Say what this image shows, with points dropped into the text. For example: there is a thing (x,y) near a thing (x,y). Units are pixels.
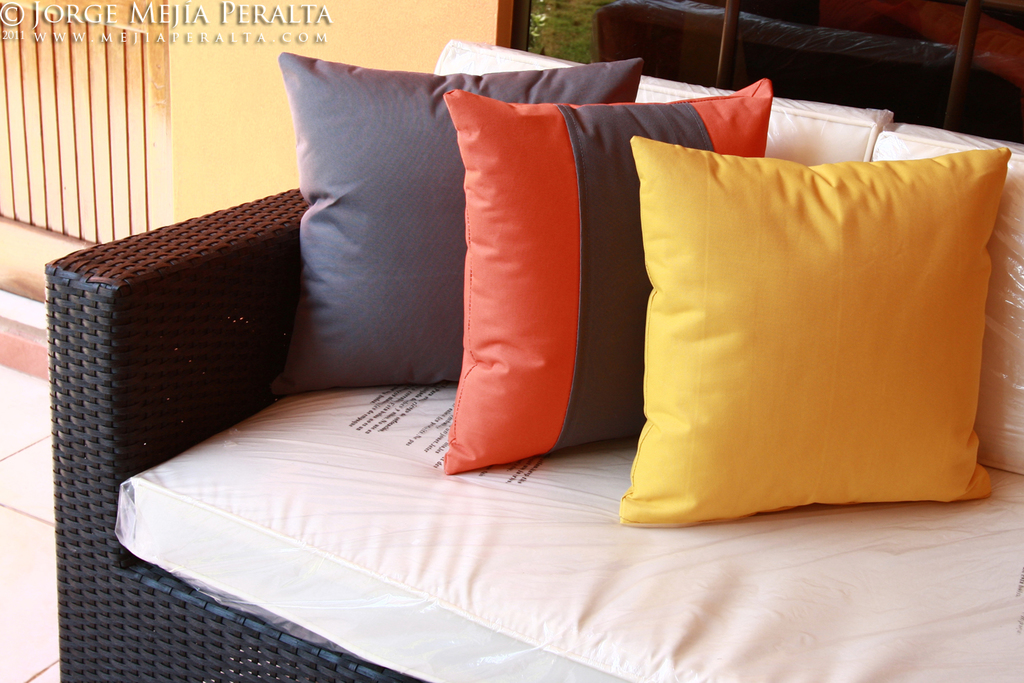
In this image in front (208,606) there is a sofa (154,455). On top of the sofa (174,571) there are pillows (884,358). Behind the sofa (193,599) there is a glass window (564,20). Beside the window (556,1) there is a wall (263,104). There is some text (215,5) at the top of the image (5,8).
